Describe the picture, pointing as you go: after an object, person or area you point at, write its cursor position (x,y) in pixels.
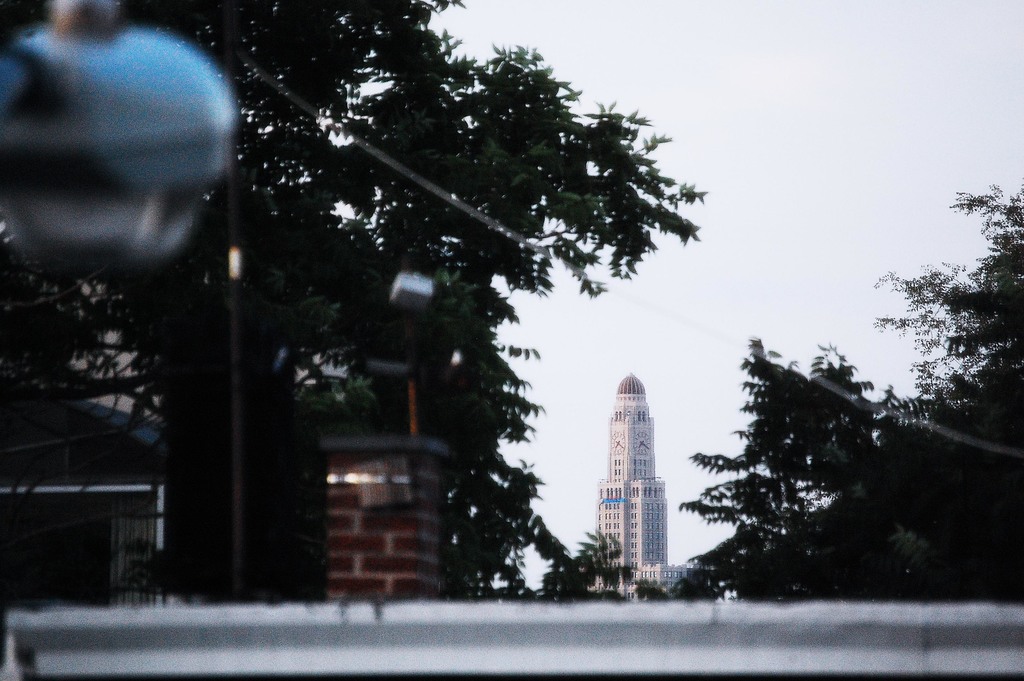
In the center of the image (629,425) we can see a building (637,522), trees (529,404), pillar (407,449), pole light (407,301) are there. At the top of the image (772,109) sky (814,141) is there. At the bottom of the image (545,623) wall (603,624) is there.
